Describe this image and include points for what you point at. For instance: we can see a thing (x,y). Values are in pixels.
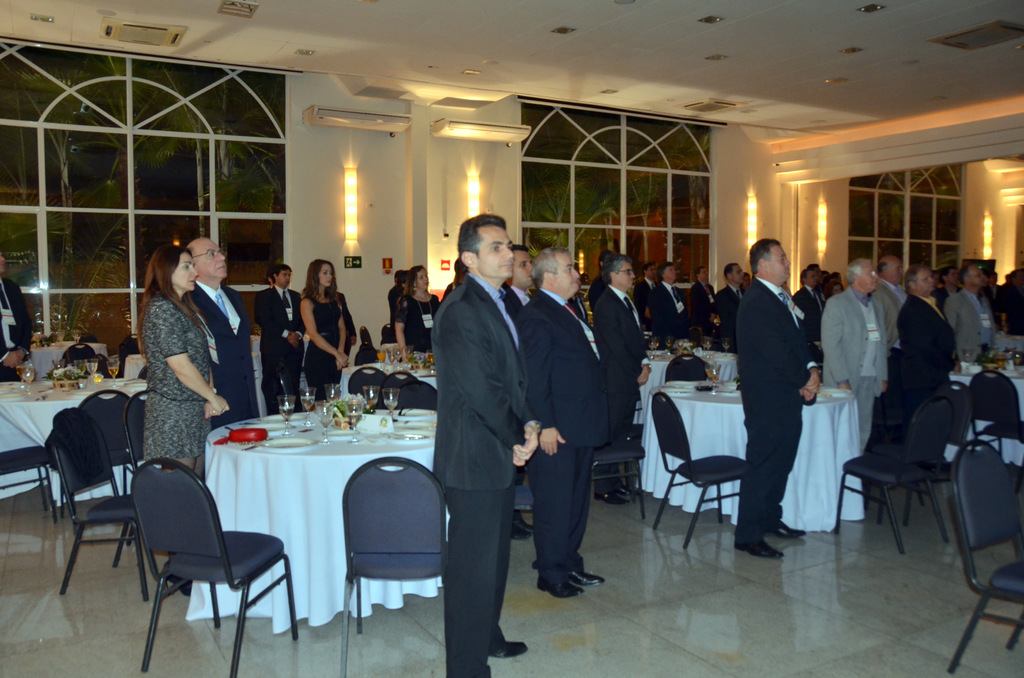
As we can see in the image there is a wall (321,160), windows (704,158), many people (407,276) standing over here and there are chairs (159,495) and tables (265,505). On tables (302,465) there are plates (400,434), bowls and glasses (322,406).
